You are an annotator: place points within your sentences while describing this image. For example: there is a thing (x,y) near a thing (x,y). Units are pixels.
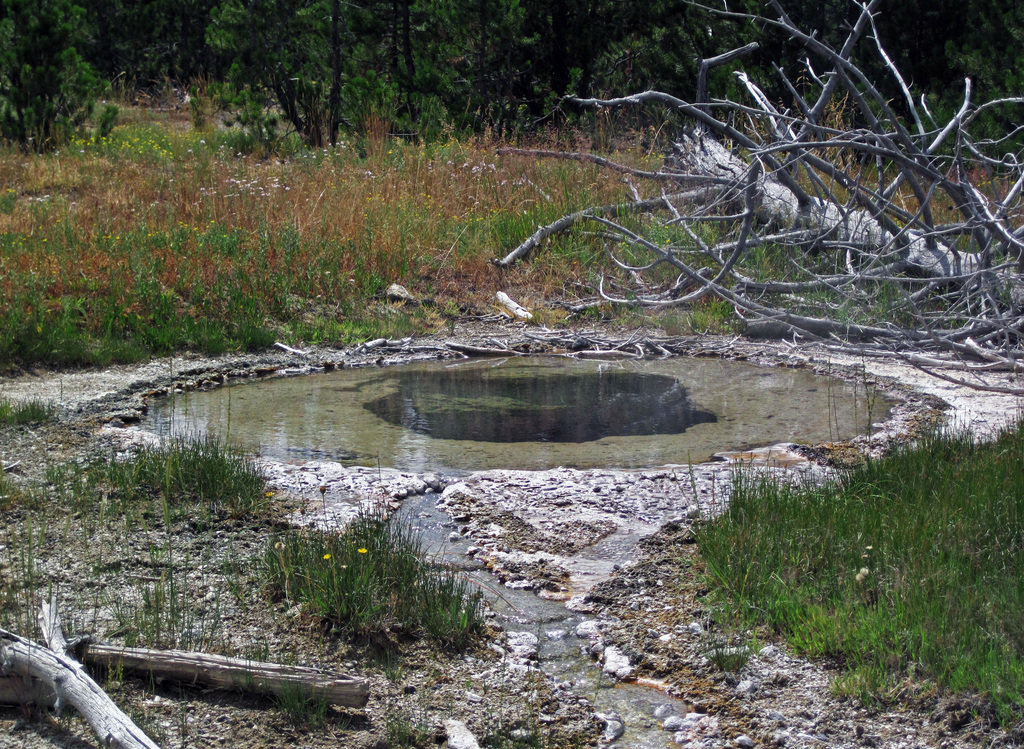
In this image there is some water (519,389) in middle of this image (415,418) and there is some grass (916,585) at bottom of this image (912,604) and middle of this image (355,310) as well and there are some trees (493,114) in the background (402,104).
